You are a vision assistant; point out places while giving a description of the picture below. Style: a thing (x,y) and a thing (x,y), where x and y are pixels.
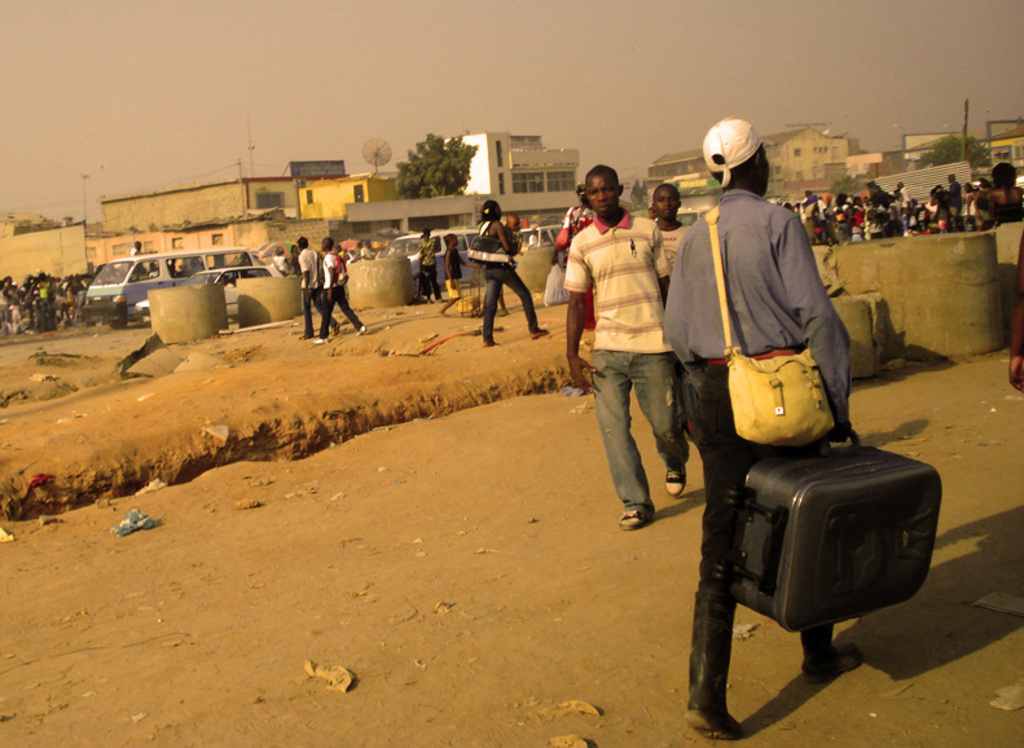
In this image there are so many people (500,295) standing and walking, a few are holding their luggage's (852,529) in their hands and there are a few vehicles (127,314). In the background (814,166) there are buildings (673,174), trees (960,140), poles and the sky (613,107).
